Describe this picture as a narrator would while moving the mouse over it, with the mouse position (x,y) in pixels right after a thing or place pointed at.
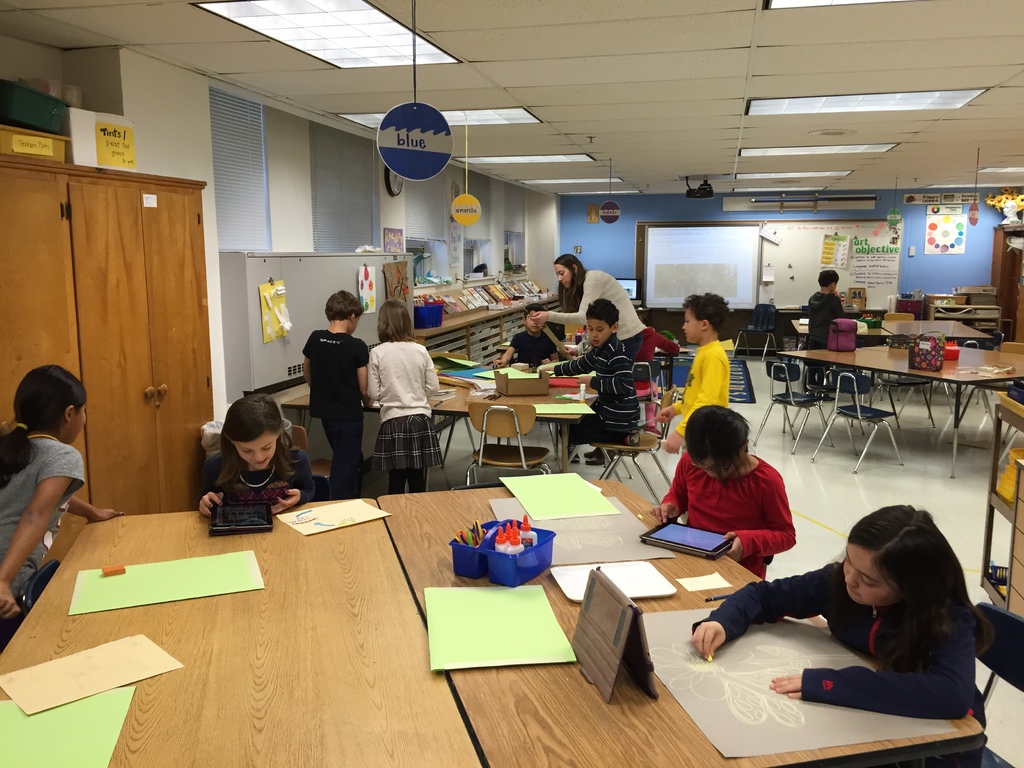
In this picture we can see few people (979,706) are sitting on the chairs (983,758). And this is the table (354,688), on the table (345,668) there is a paper (203,576), tab (666,533), and a box (545,547). This is the floor (811,485) and there is a cupboard (133,298). And even we can see a board (769,257) here. And these are the lights (851,103).
